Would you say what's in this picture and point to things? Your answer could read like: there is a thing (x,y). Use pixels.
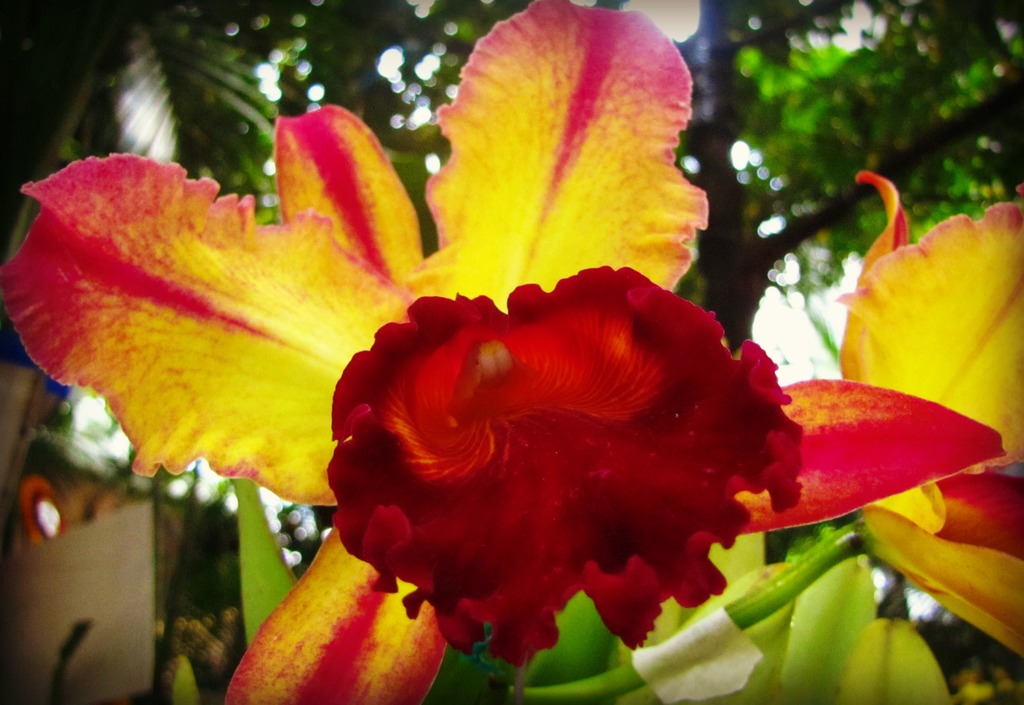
In this image there is a plant (609,513) with yellowish red color flowers (620,415), and in the background (756,85) there are trees (260,199).
